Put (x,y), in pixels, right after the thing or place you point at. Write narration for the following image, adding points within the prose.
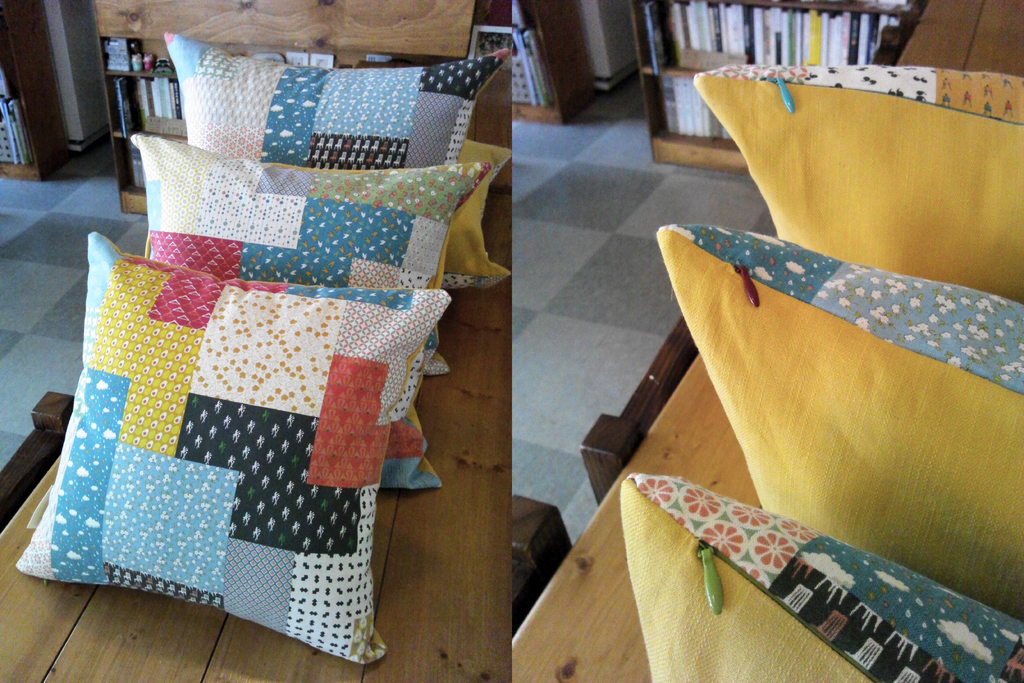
In this picture we can see cushions (277,222) on the tables (498,414), in the background (492,13) we can see books (768,56) in the racks (661,76).
